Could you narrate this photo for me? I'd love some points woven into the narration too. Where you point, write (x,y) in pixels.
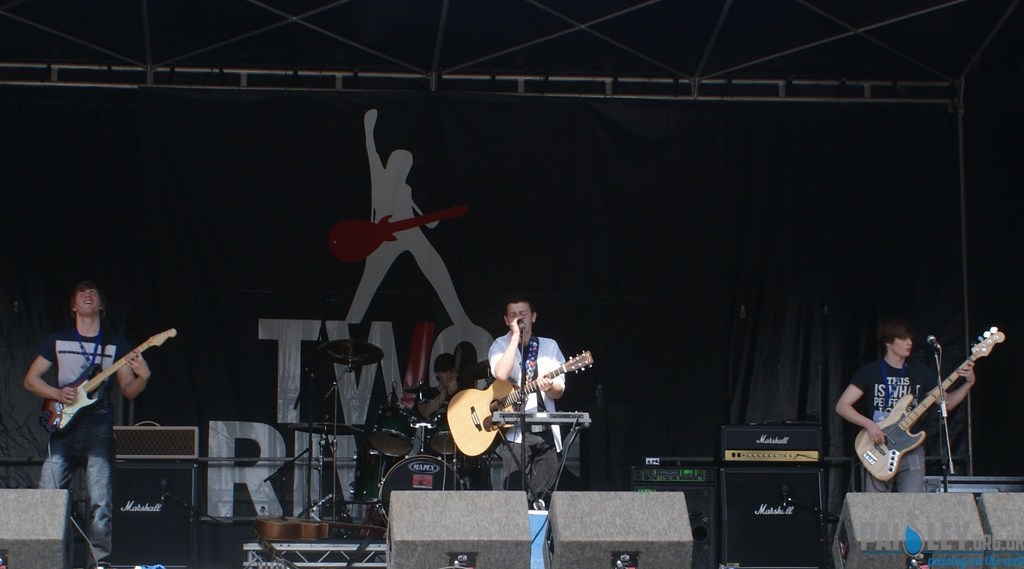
The picture is taken on the stage (584,498) where four people (107,466) are present at the left corner of the picture (97,472) one person (88,416) is playing a guitar (60,420) and wearing a blue shirt (79,369) and jeans (112,490) and at the right corner of the picture (874,436) one person (874,434) is playing a guitar (867,455) in front of the microphone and in the center of the picture (511,346) one person (541,355) is wearing a blue white shirt (517,372) and playing a guitar (514,407) and singing in the microphone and behind the person (504,364) there is another person (435,388) sitting on the chair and playing drums (422,428) behind them there is a big curtain (196,263) in the black colour and a text (221,434) on it, in front of the people (59,368) there are speakers (450,543).
